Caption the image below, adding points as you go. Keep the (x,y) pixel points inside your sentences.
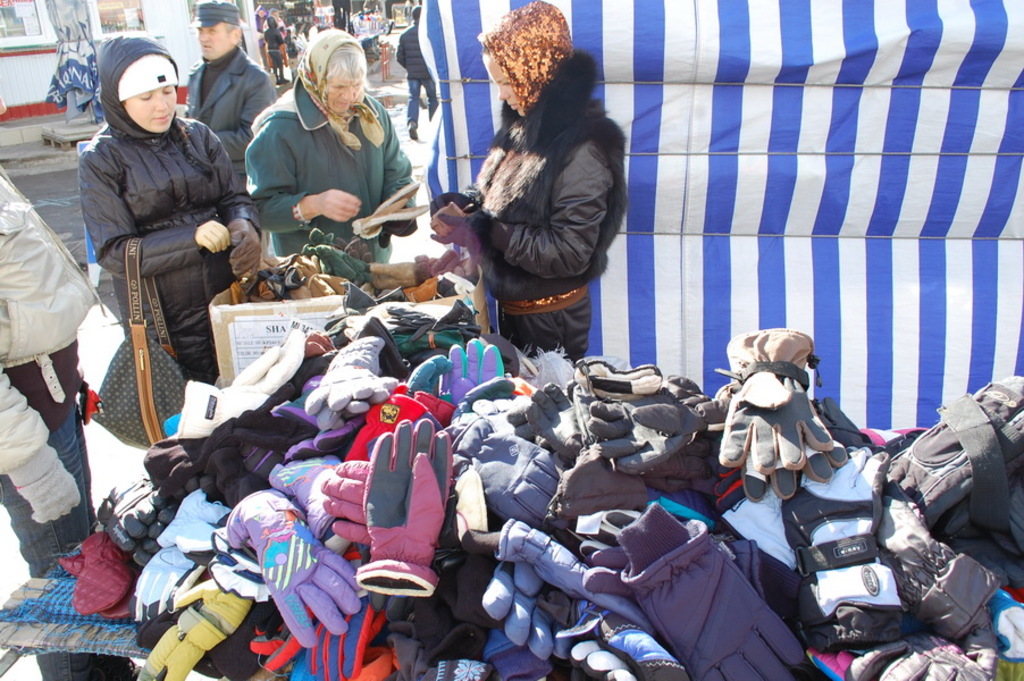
In this image I can see there are persons (309,197) standing on the road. And there is a table (519,480). On the table (449,453) there are gloves (323,339). And at the side there is a cloth (640,214). And there are buildings (24,92). And at the back (374,9) it looks like a blur.
